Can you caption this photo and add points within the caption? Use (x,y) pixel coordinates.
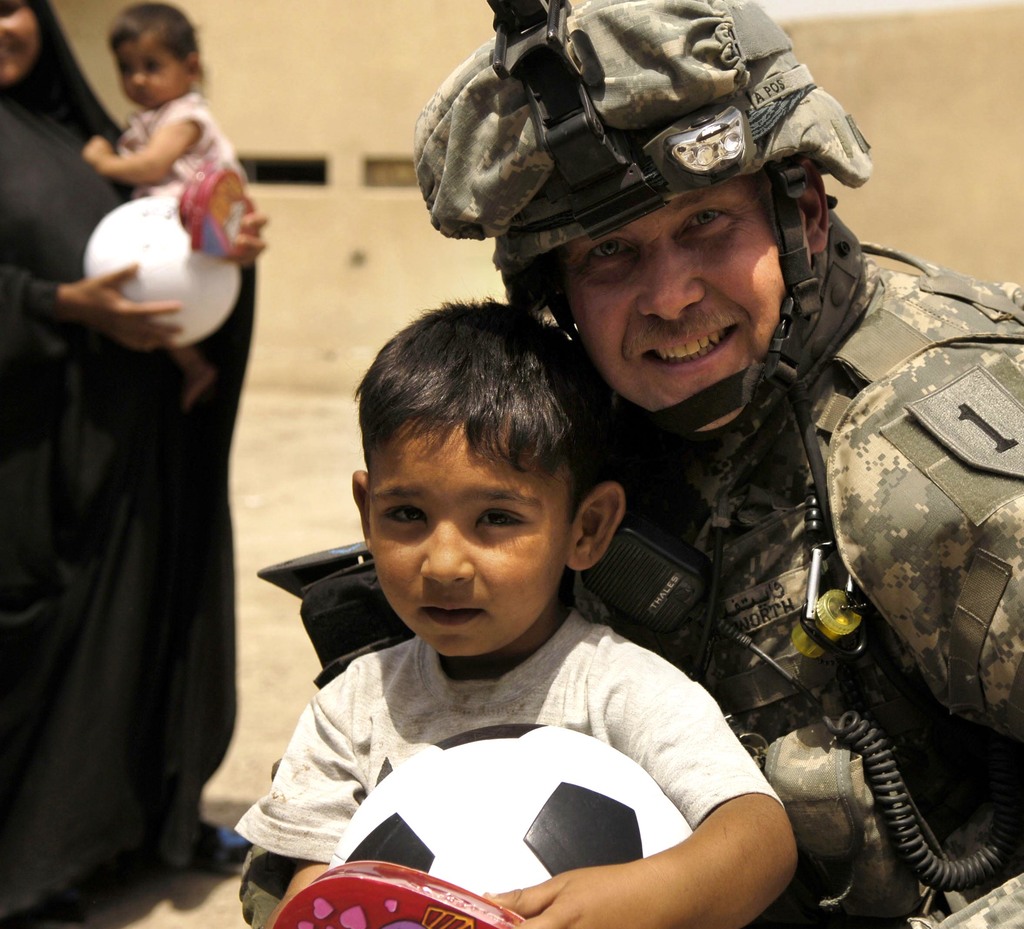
In the image we can see there is a man (727,706) who is sitting and there is a boy (691,842) who is holding ball (456,830) in his hand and at the back (54,504) there is a woman (37,254) who is standing and she is carrying a baby (196,137).
